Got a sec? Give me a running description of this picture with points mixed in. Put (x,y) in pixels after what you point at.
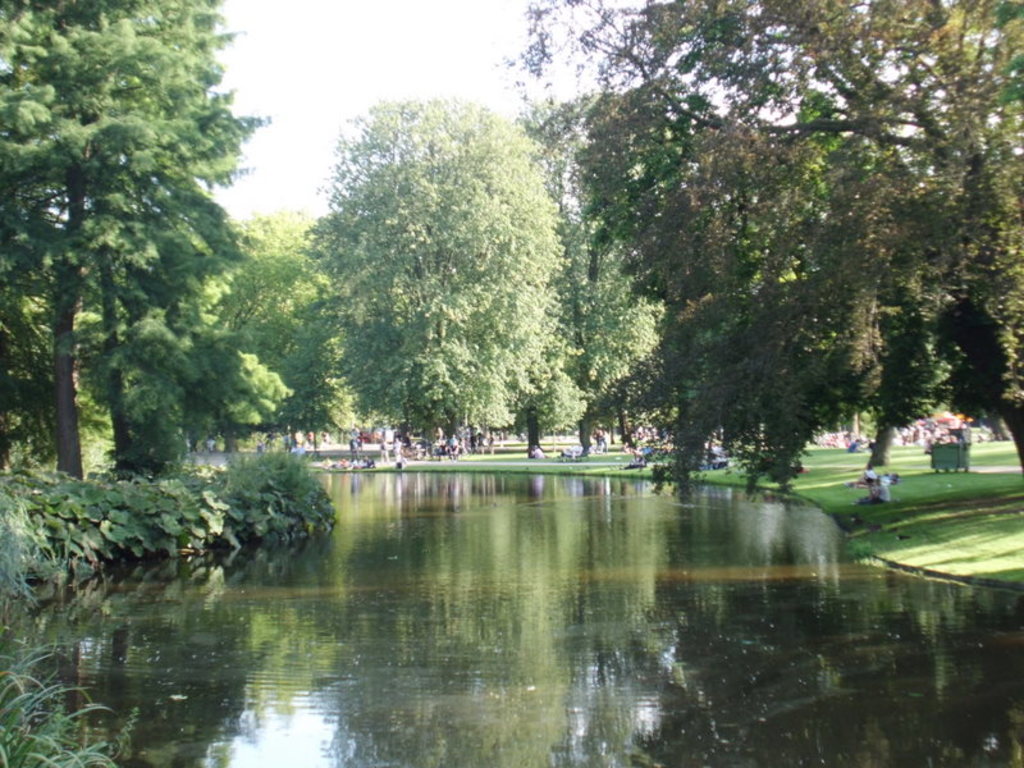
In the foreground of this image (490,659), there is water (525,622), plants (260,531) and trees (827,364). In the background (581,321), there are trees (565,378), persons (603,444) under it and on the top (424,50), there is the sky (404,52).
